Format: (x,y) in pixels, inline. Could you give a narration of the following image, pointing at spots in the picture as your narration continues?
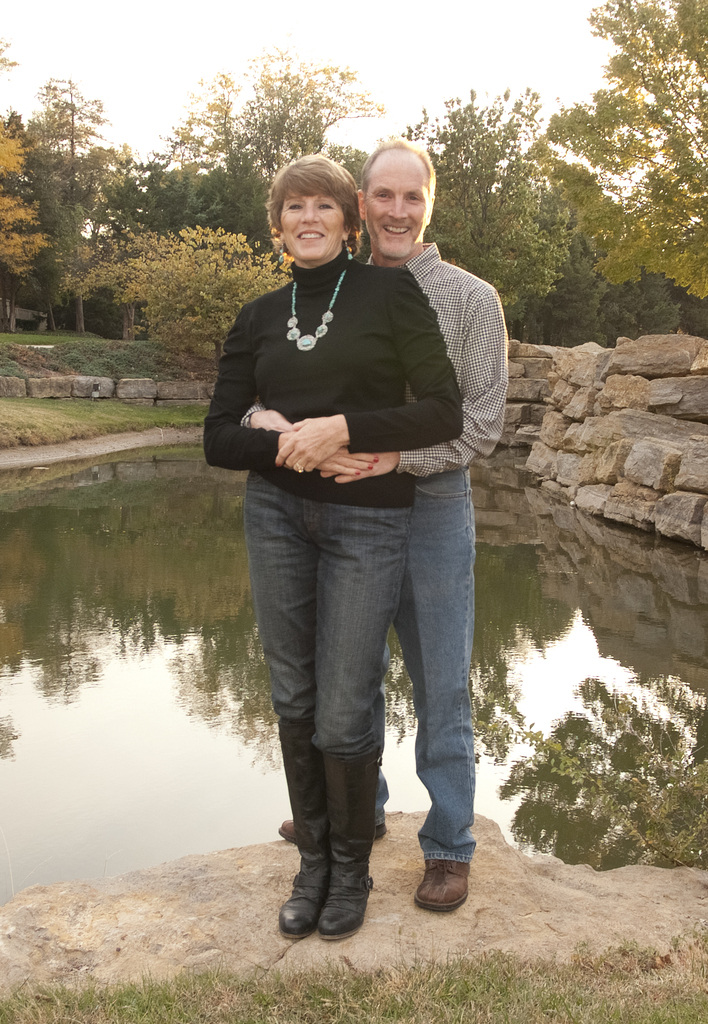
In this picture we can see a man (472,337) and a woman (422,375) standing here, we can see water (541,676) here, on the right side (644,459) we can see some rocks (654,409), in the background (519,239) there are some trees (502,233), there is the sky (161,58) at the top of the picture (150,53), we can see grass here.
